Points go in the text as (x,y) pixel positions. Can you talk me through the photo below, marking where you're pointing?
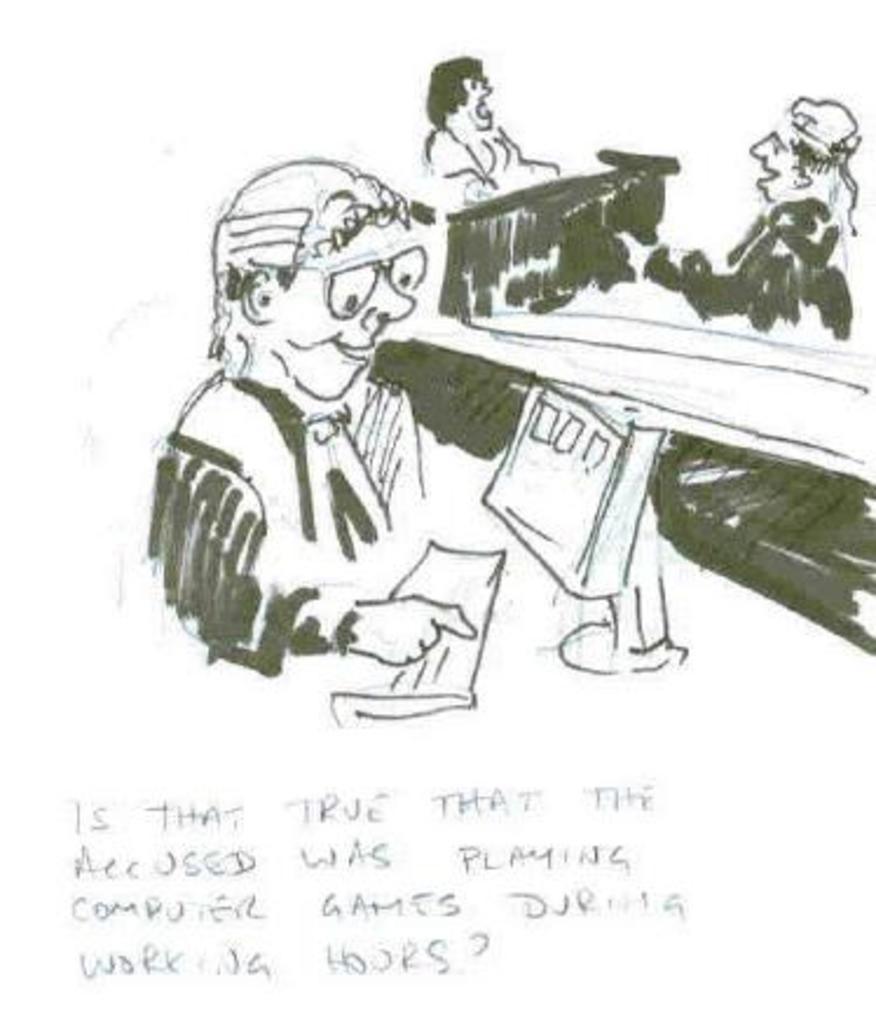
In this picture I can see a drawing (703,514) of three persons (423,249), there is a computer (521,509) and a keyboard (463,638), and there are some words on the image.
